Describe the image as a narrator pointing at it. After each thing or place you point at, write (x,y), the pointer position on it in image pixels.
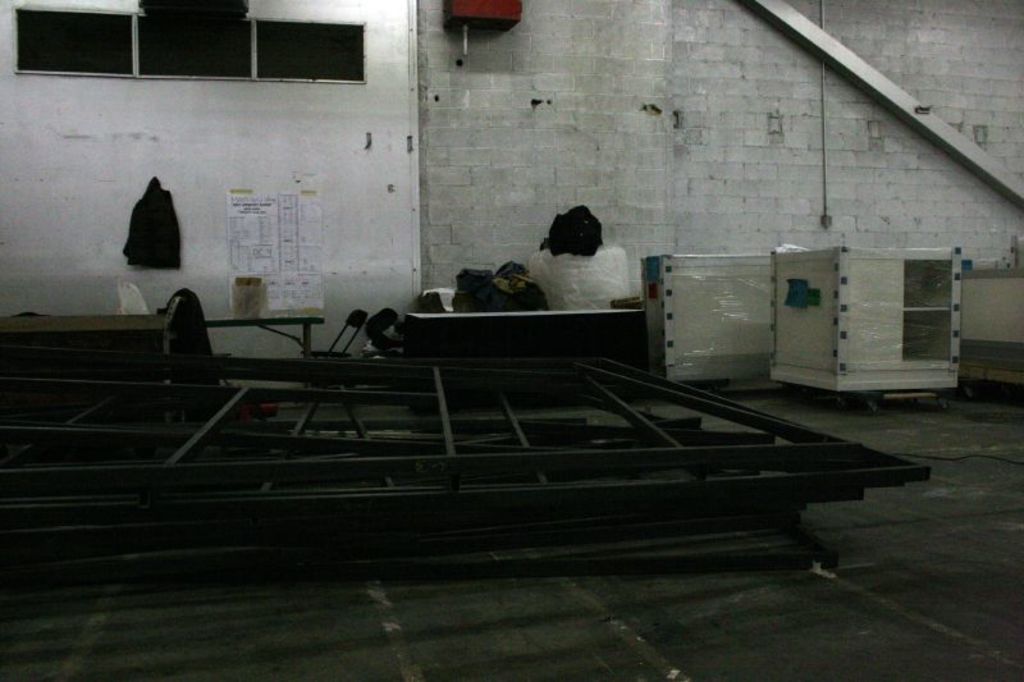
In this image I can see a bag (580,247), few covers (573,277) on the table (414,316). Background (283,210) I can see a paper (295,197) attached to the wall (294,164) and the wall (279,147) is in white color. I can also see three windows (164,44).
